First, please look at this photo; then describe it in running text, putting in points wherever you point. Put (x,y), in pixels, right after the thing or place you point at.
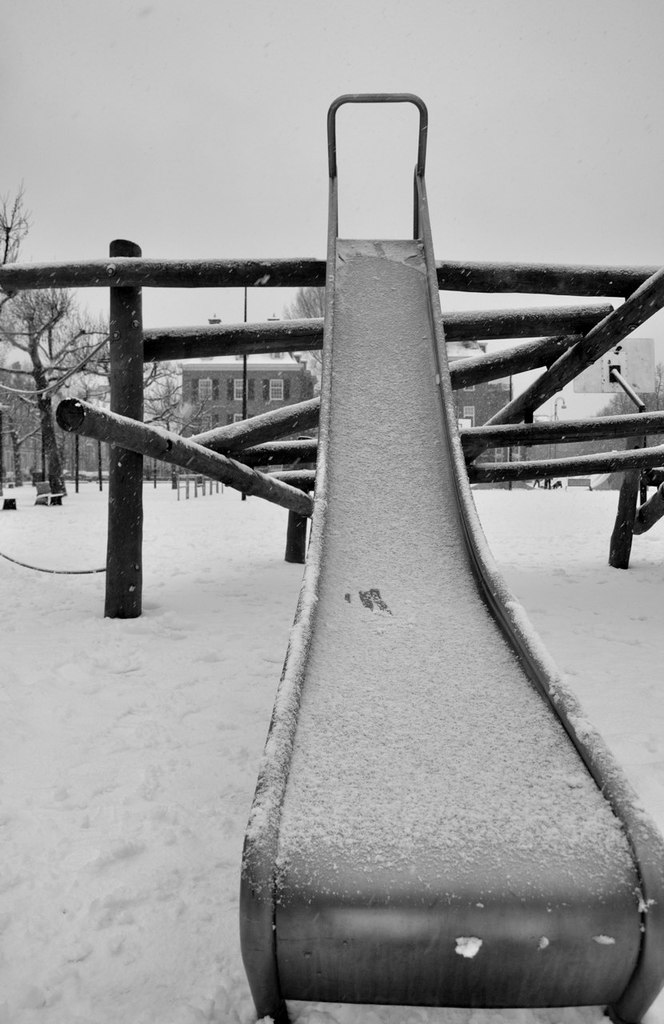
In this black and white image I can see some metal rods (151,264) and other objects (590,374) and a slide (440,347). I can see some buildings (259,381) and trees (41,376) behind. I can see the snow (17,745) all over the floor (90,663).
